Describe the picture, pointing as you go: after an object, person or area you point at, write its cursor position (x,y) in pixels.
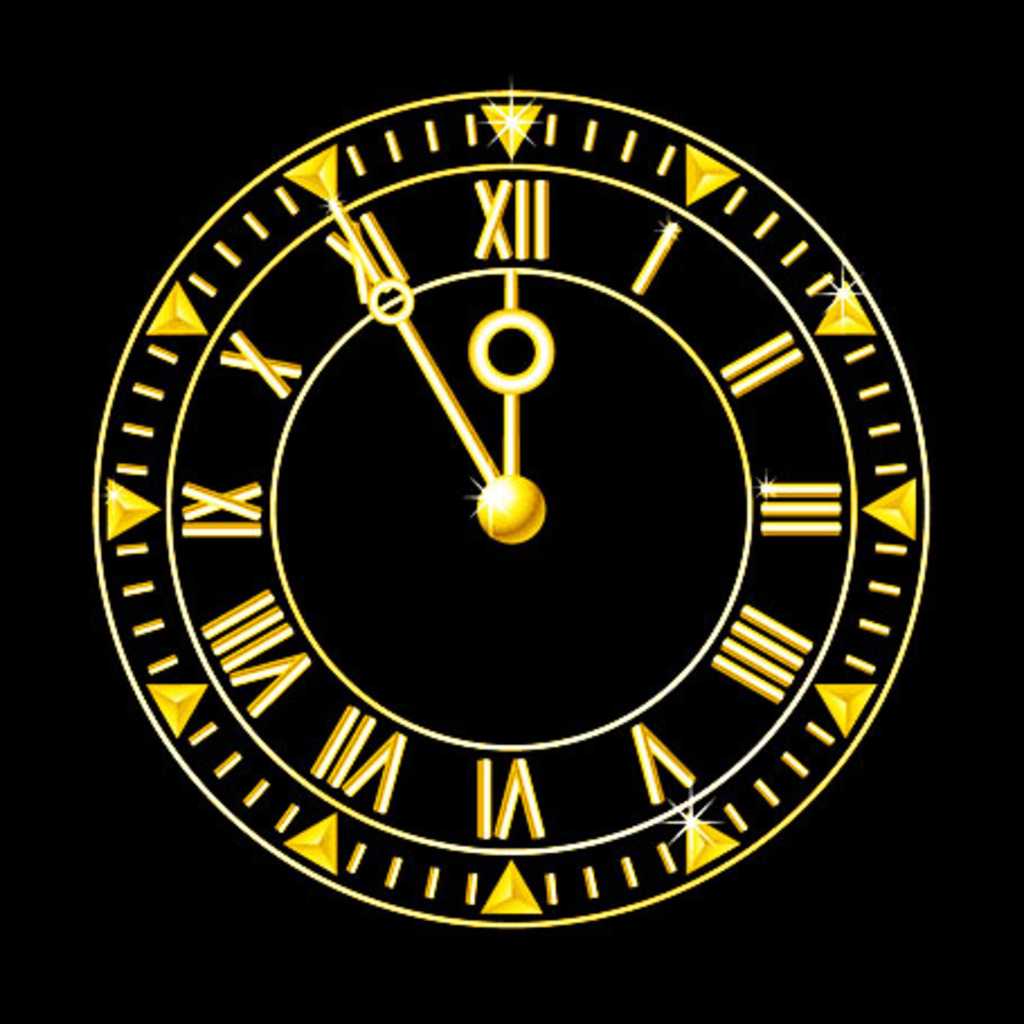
In this image we can see a clock (509,614). In the clock (386,402) there are roman numbers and hour and minute hands (524,328). In the background of the image (37,121) there is a black background (141,236).
